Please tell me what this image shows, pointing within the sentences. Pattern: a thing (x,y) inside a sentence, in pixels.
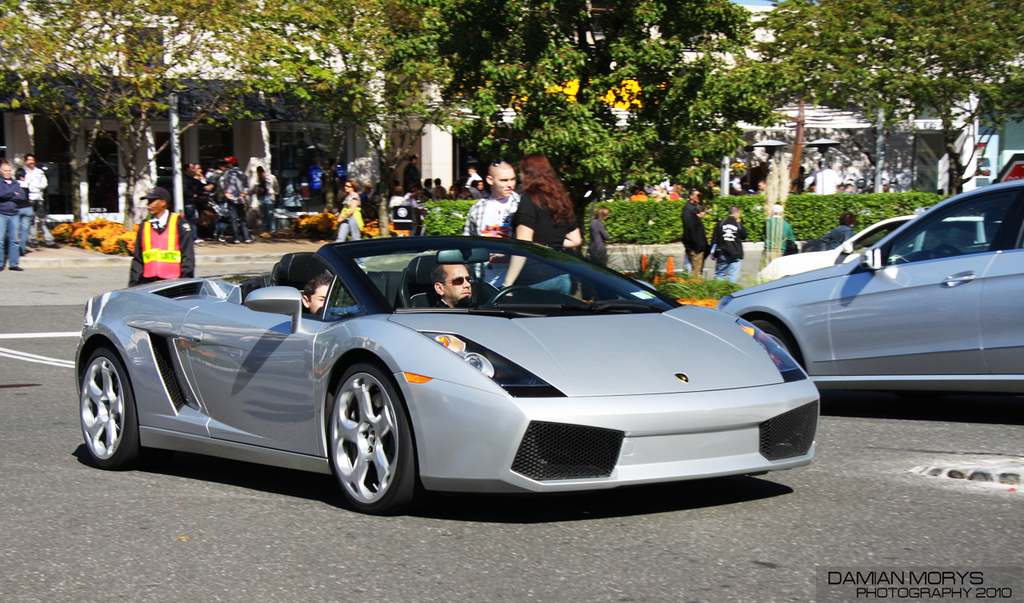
In the image on the road (661,567) there are few cars (430,280) with people (447,272) sitting in it. In the background (656,210) there are few people (147,242), trees (193,76), buildings (161,142) with pillars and walls (70,220), plants (643,211) and flowers (111,226) which are in orange color. At the bottom of the image (916,577) there is a watermark (929,581).
